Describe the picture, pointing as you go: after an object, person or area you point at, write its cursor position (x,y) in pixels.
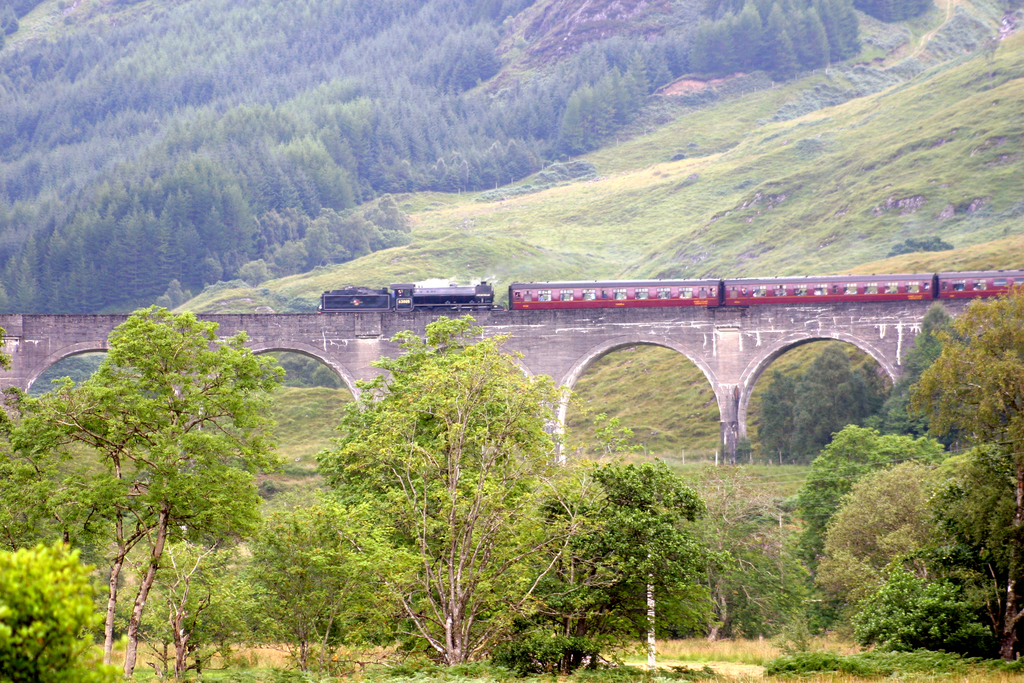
In this image there is a bridge (371,321) and we can see a train (616,305) on the bridge (371,321) and there are trees (694,62).
